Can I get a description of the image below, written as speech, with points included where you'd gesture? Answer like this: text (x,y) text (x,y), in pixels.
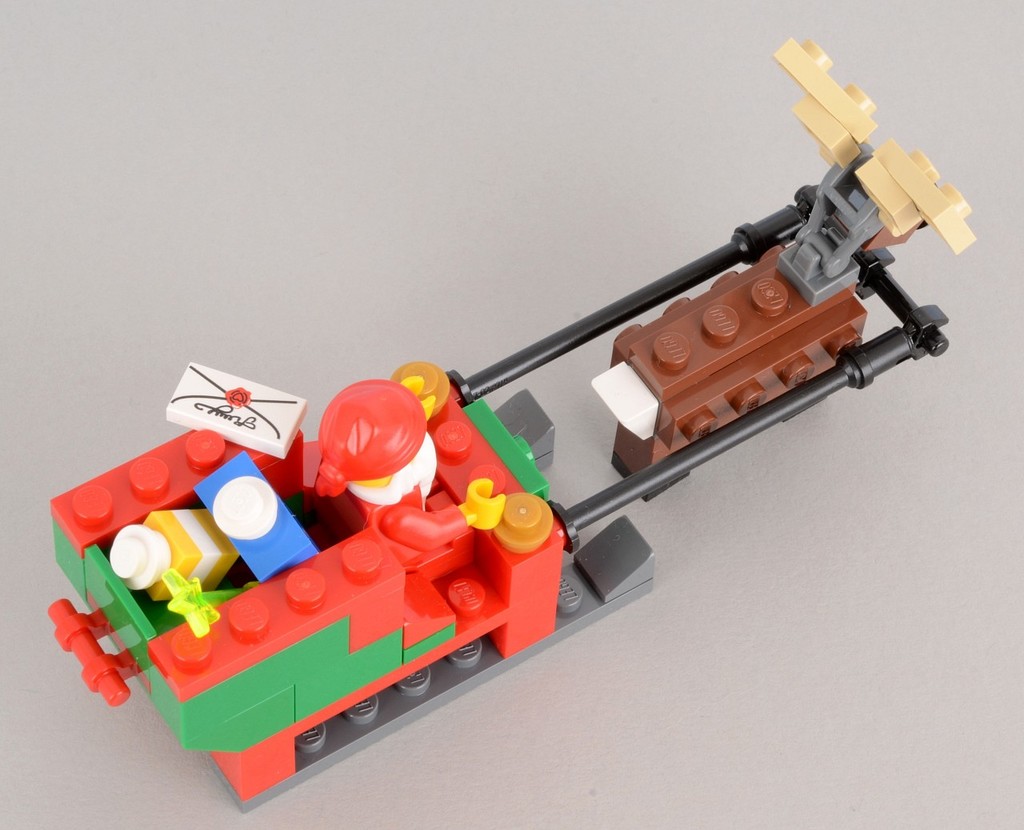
This is a picture of a lego puzzle toy (819,267).
